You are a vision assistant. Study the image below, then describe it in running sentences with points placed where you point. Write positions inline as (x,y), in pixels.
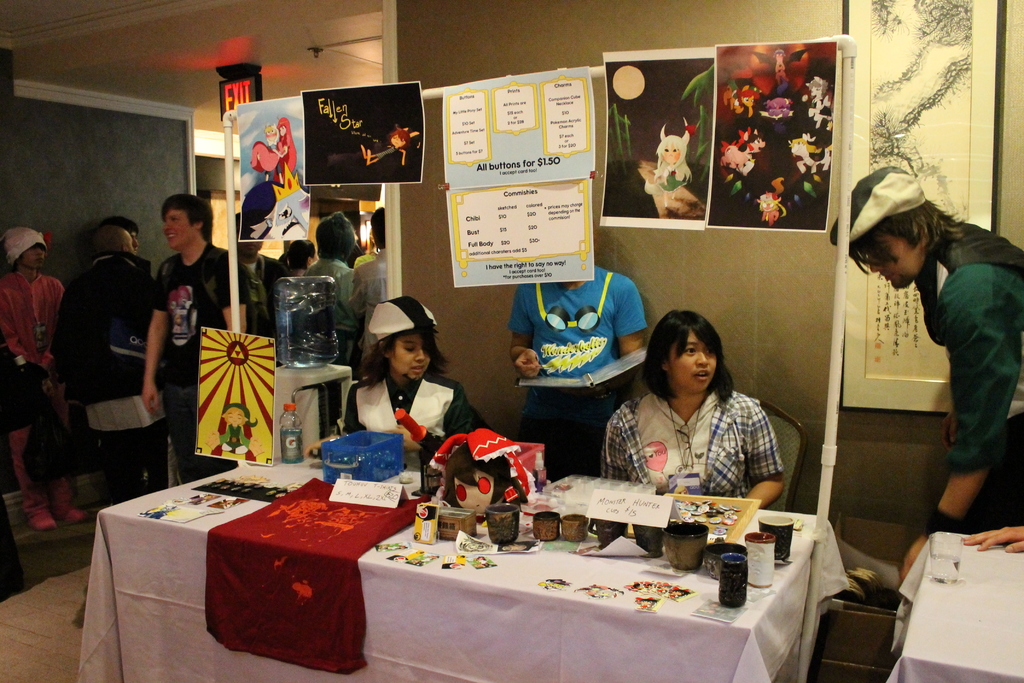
As we can see in the image there is a wallpapers (471,152), table (376,631). On table (399,574) there are glasses (741,588) and poster (658,504) and there are few people (420,304) sitting and standing over here.
